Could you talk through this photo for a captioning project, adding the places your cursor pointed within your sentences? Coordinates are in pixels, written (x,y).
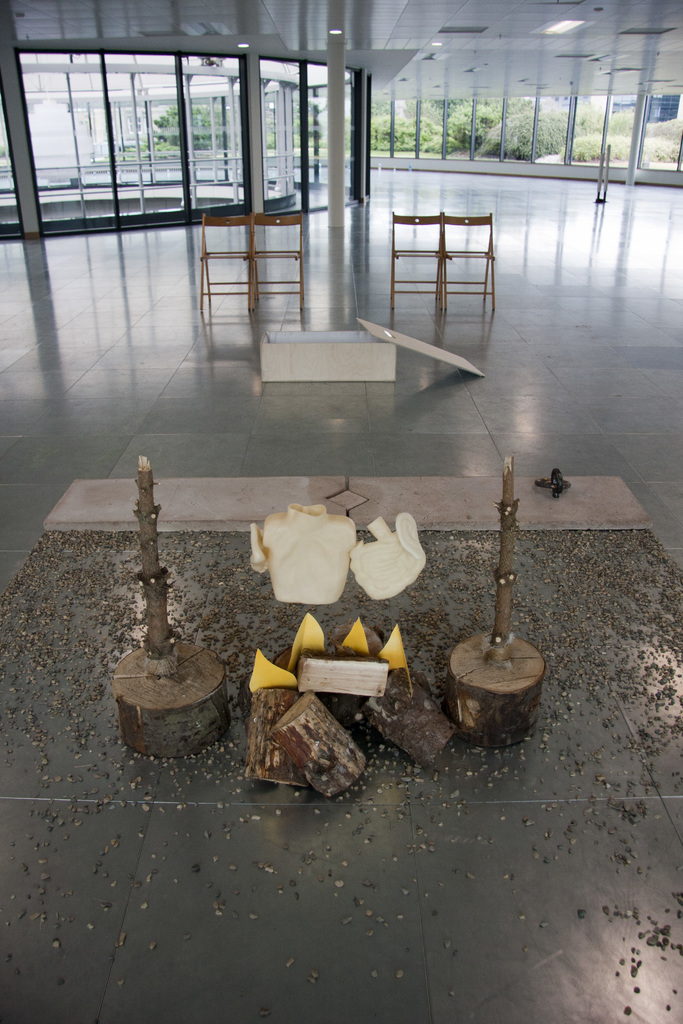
In this image we can see some chairs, wooden trunks (343,688), there is a box (402,345) on the floor (325,216), there are windows (443,125), glass wall (458,101), also we can see trees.
